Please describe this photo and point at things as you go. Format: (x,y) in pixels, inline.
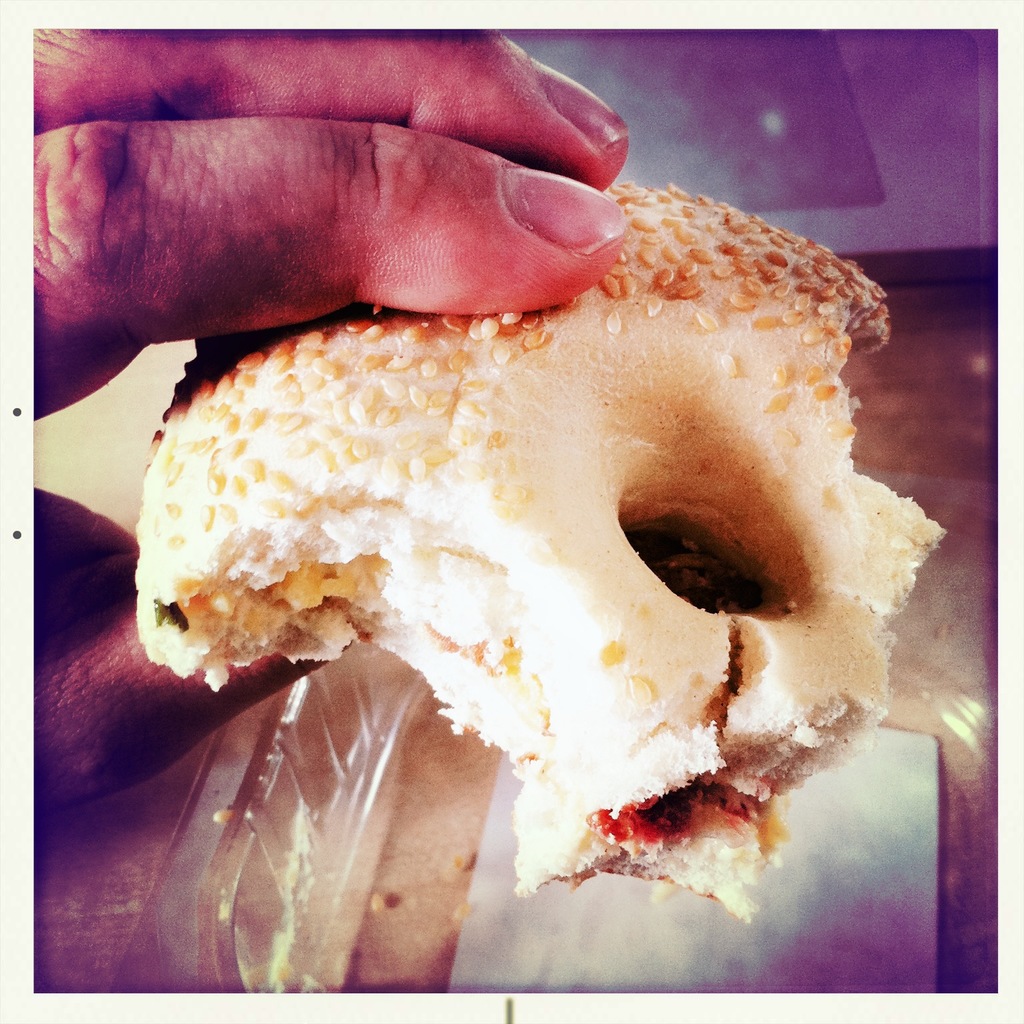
In this image there is a person (289,160) holding an half bitten bagel (339,438), and in the background (372,792) there is a plastic box (372,778).
